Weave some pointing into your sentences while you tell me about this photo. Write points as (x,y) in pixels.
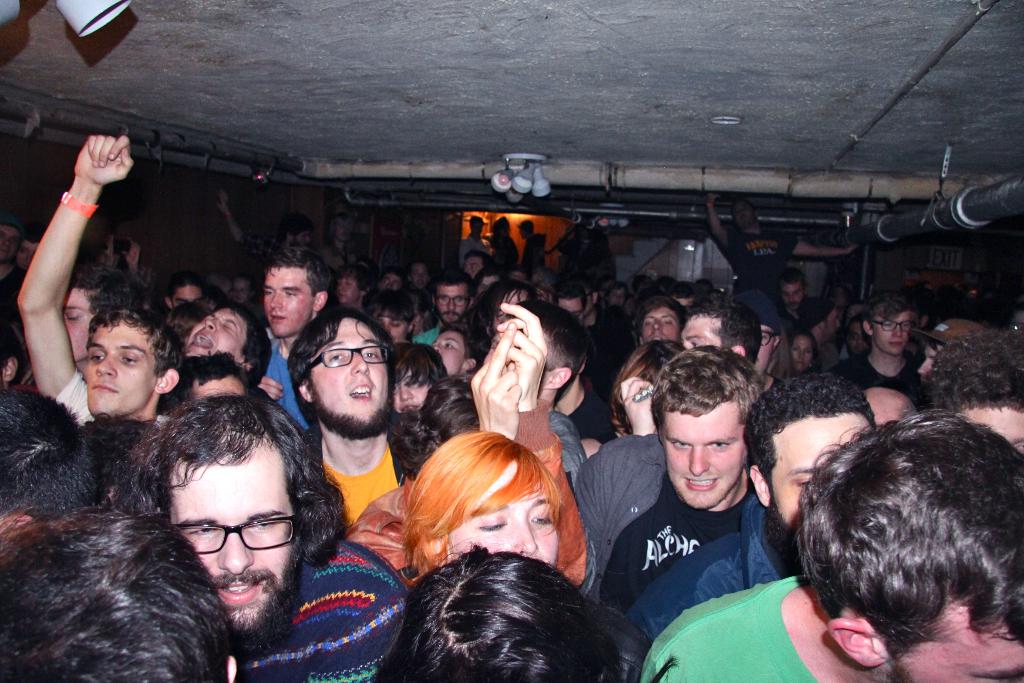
In the image we can see there are lot of people (523,501) standing and there are lights (517,181) on the top (525,165). There are iron poles (871,208).
